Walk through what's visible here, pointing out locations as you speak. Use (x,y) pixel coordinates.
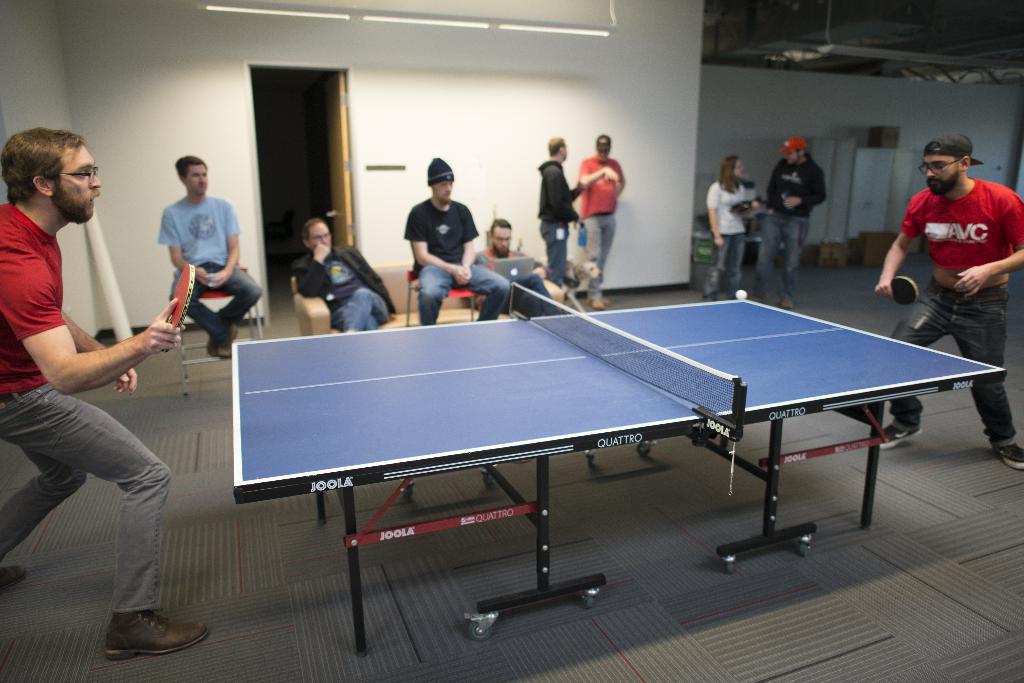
In this image I can see number of people (11,243) where few are sitting and rest all are standing. On the both sides of the image I can see two persons (924,297) are holding bats (181,277) and in the center (586,369) I can see a table (549,417), a white colour ball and net (739,394) on the table (526,412). On the top side of this image (233,10) I can see three lights (609,34) and in the background (335,111) I can see a door (258,176), a dog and a laptop (524,273).
